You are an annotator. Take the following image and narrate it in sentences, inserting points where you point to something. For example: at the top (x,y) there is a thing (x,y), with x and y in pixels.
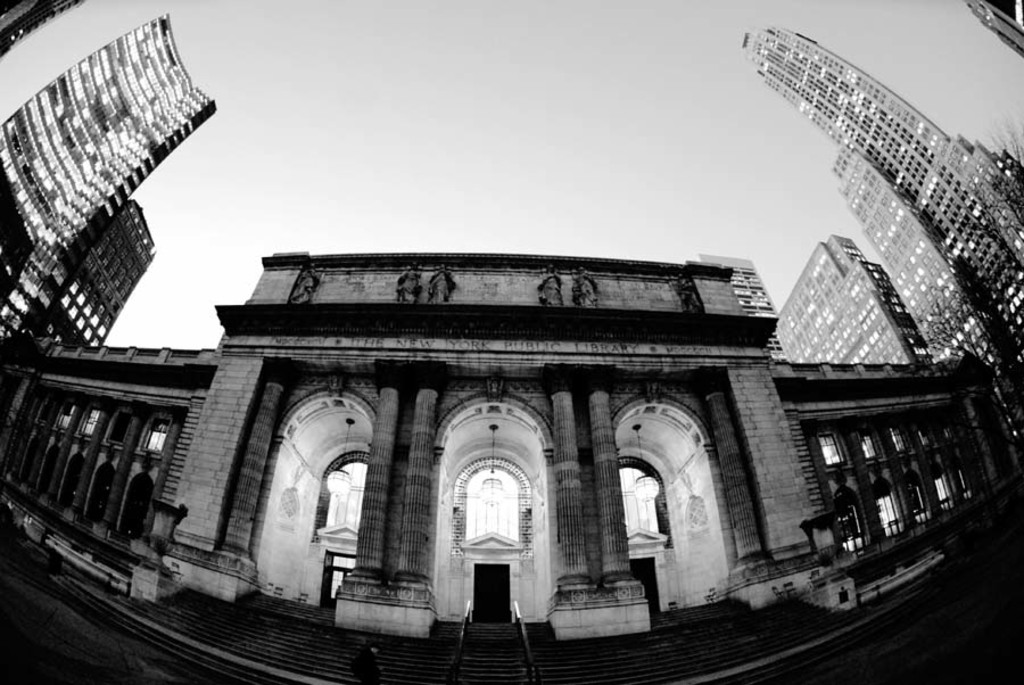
This is a black and white image. In the image there is a building (295,374) with arches (332,450), walls (300,547) and lamps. At the bottom of the image (578,674) there are steps (306,661) with railings (535,674). In the background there are buildings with lights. At the top of the image (452,122) there is sky (569,163).
